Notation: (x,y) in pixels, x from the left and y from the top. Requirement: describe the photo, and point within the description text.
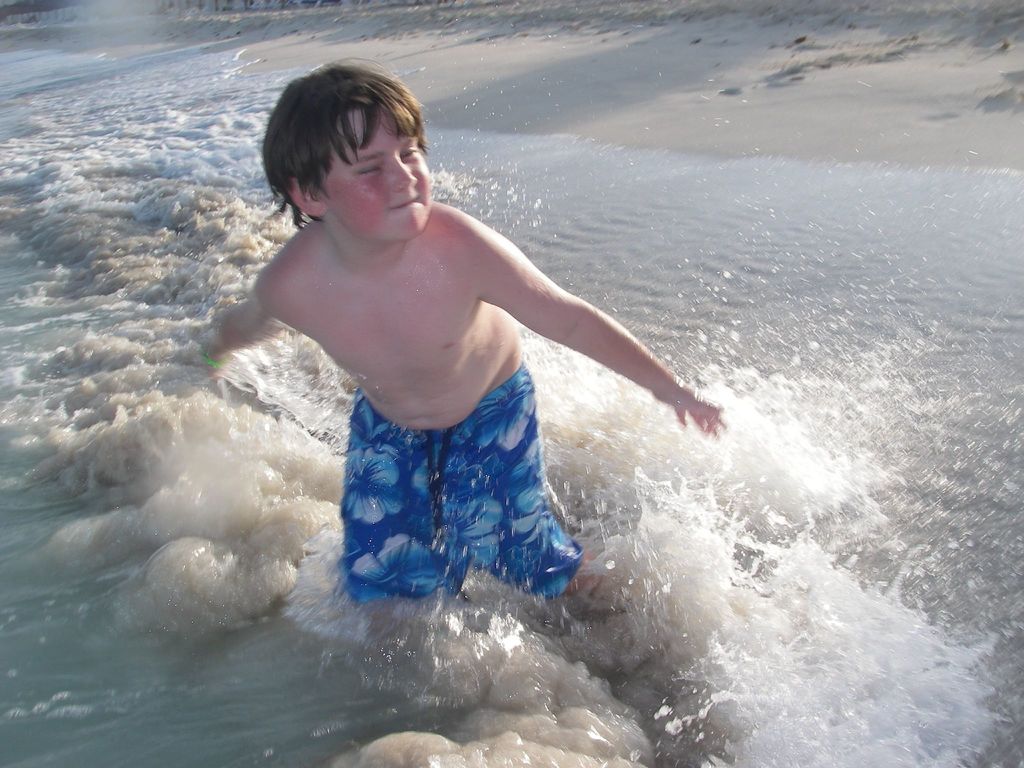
In this image there is a boy (385,237) standing, there is water (792,701) towards the bottom of the image (582,657), there is sand (261,59) towards the top of the image (717,63).
